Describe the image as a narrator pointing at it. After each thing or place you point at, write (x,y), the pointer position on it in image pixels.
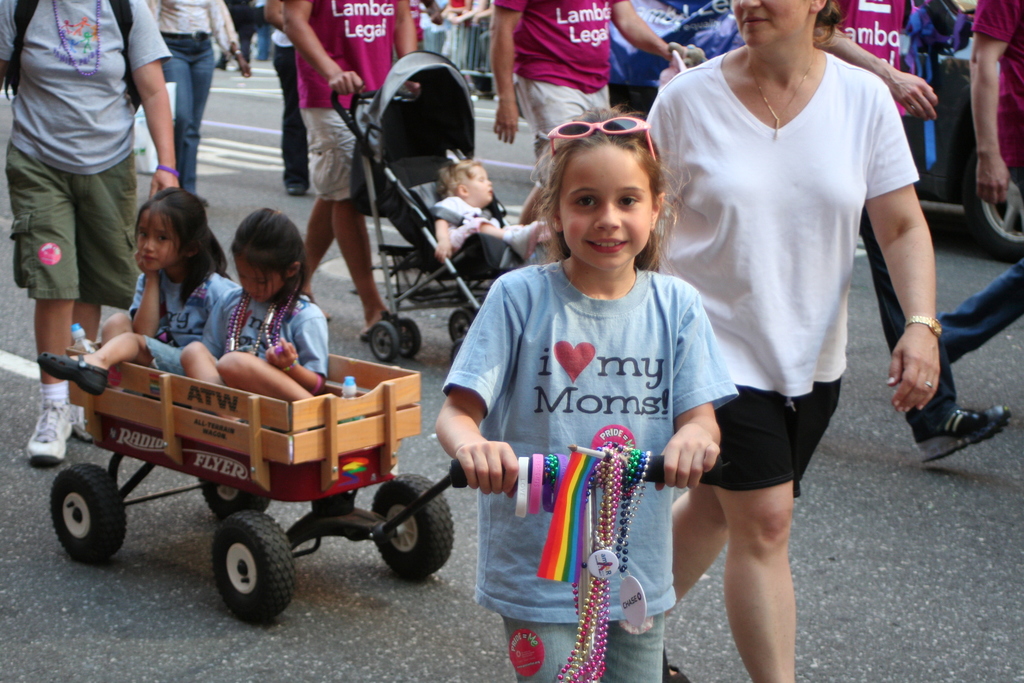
In this picture we can see a group of people (1005,179) walking on the road (947,495), girls (190,193), stroller (473,315) with a child (482,204) in it and in the background (450,44) we can see fence (483,23), vehicle (954,100).
